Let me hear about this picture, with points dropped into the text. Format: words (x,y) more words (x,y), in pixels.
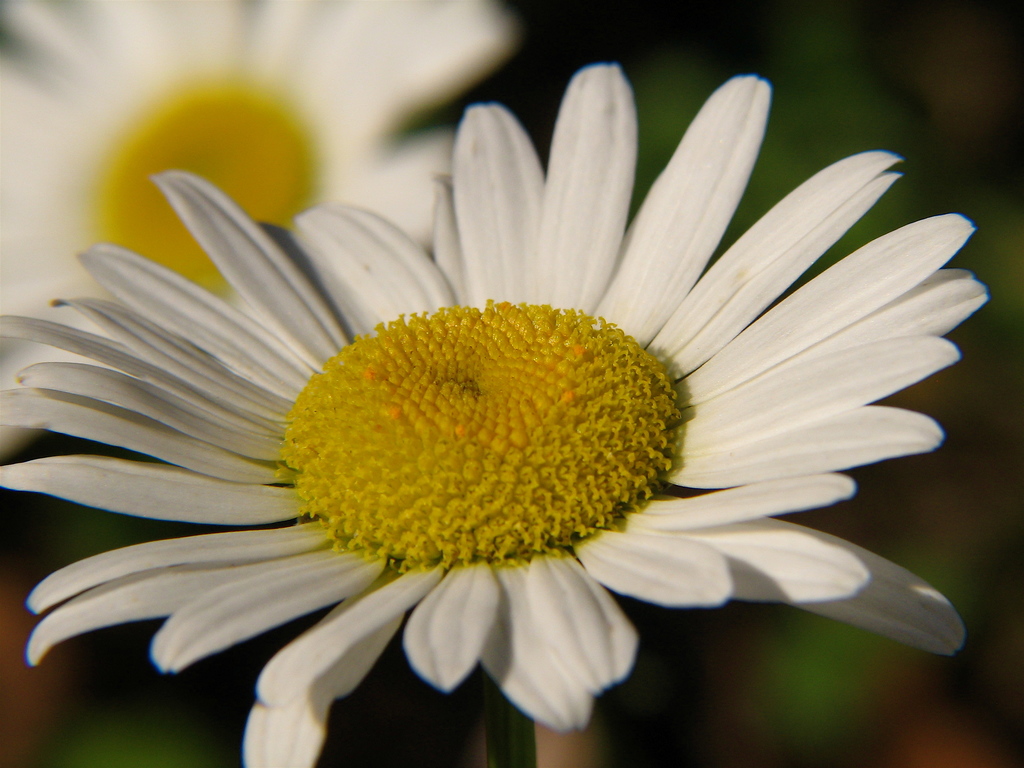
In this picture I can observe white and yellow color flowers (368,331). The background (612,53) is completely blurred.
